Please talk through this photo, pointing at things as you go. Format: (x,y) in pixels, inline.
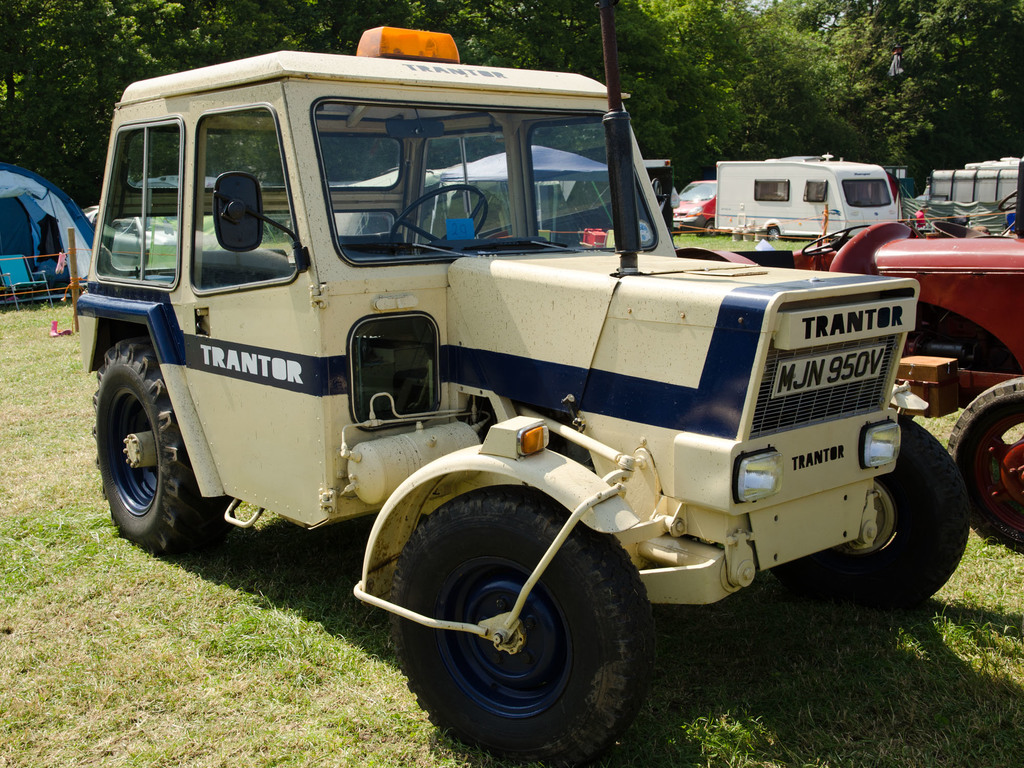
In the center of the image (501,281) we can see some vehicles (493,221), barricades (75,268), chair (26,277), tent (56,219). In the background of the image (80,59) we can see the trees (806,47). At the bottom of the image (238,661) we can see the ground (215,668).
